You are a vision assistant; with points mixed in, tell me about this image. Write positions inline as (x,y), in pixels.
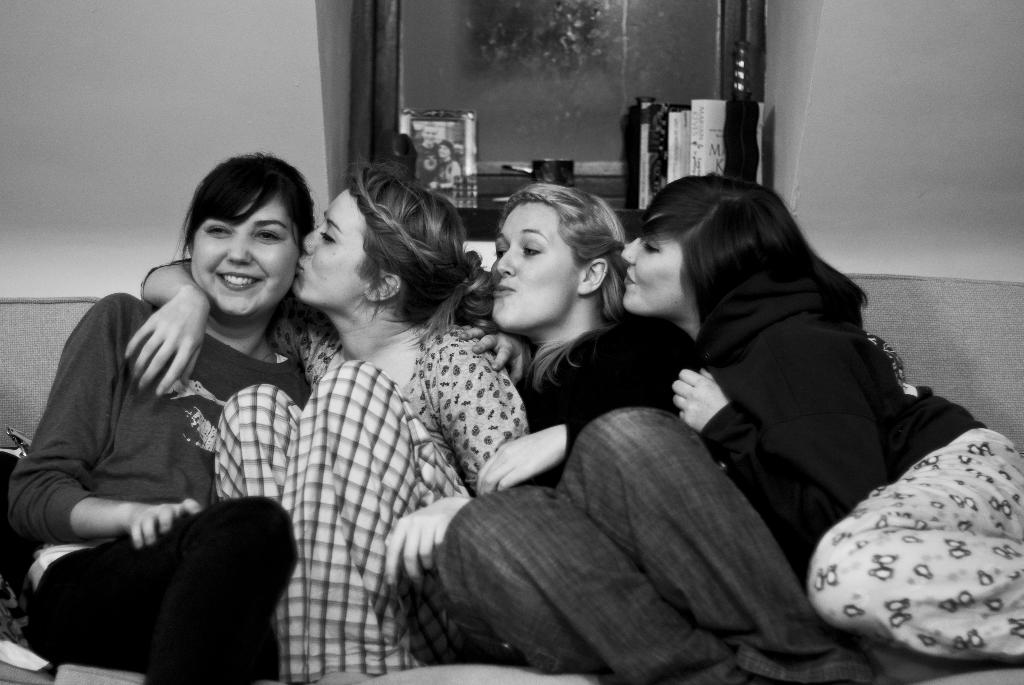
This is a black and white picture. In this picture, we see four women (545,344) are sitting on the sofa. One of them is smiling and they are kissing each other. Behind them, we see a white wall (278,90). Beside that, we see a ledge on which a photo frame (456,120) and the books (709,161) are placed.
